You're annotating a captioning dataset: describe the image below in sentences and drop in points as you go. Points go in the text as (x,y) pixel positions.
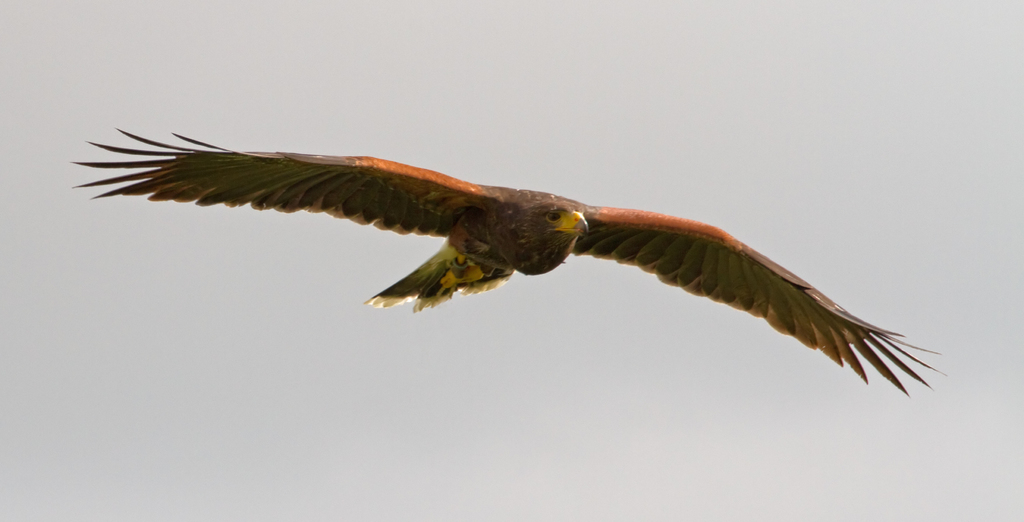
In this image we can see a eagle (198,172) is flying in the air (272,292). In the background (482,122), we can see the pale blue color sky (276,92).
